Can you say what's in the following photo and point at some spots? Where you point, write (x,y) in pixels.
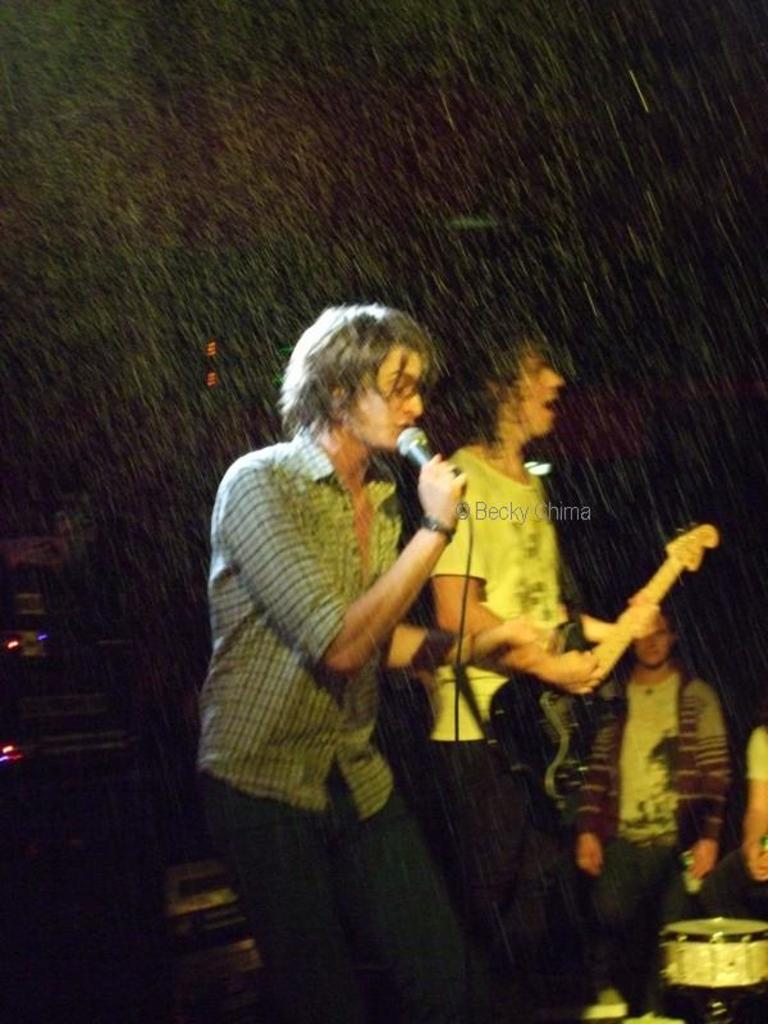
In this image there are 2 persons (458,472) one is standing and playing a guitar (524,681), another is standing and singing a song in the microphone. and in back ground (687,919) there are drums (703,920) and group of people (624,869) standing.
